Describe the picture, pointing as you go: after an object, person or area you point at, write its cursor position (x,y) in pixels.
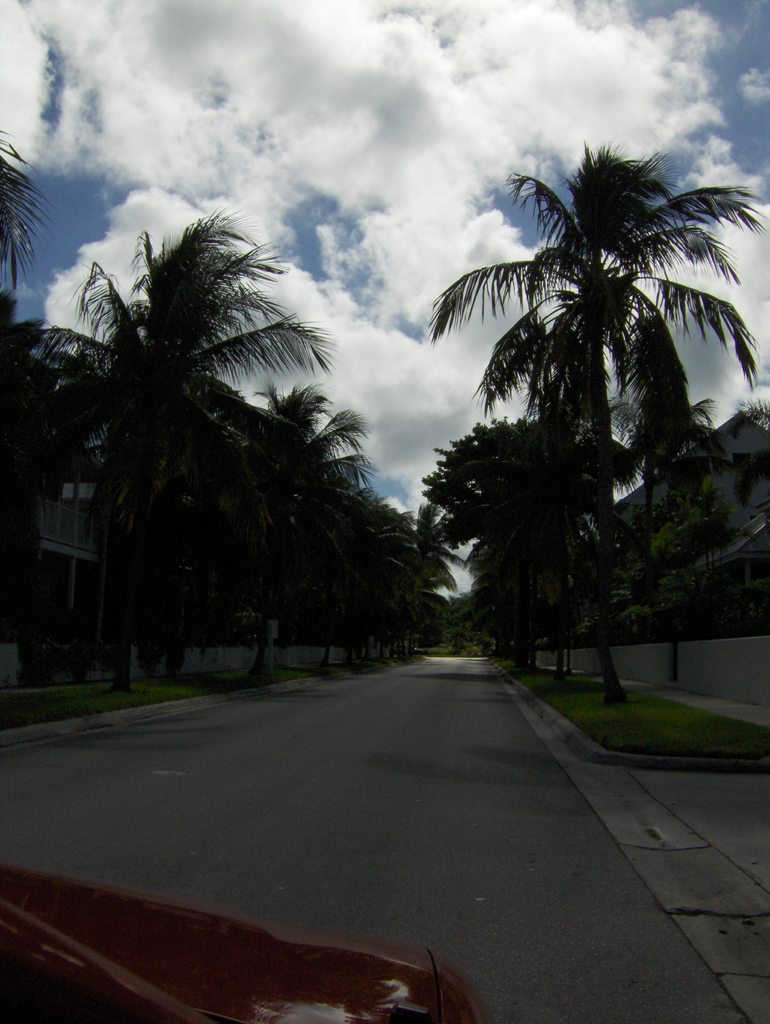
In this picture we can observe a road (352,803). We can observe a car bonnet (210,972) which is in red color. On either sides of this road (396,697) there are trees (571,469) and buildings (719,478). In the background (348,144) there is a sky (348,159) with clouds (285,215).
